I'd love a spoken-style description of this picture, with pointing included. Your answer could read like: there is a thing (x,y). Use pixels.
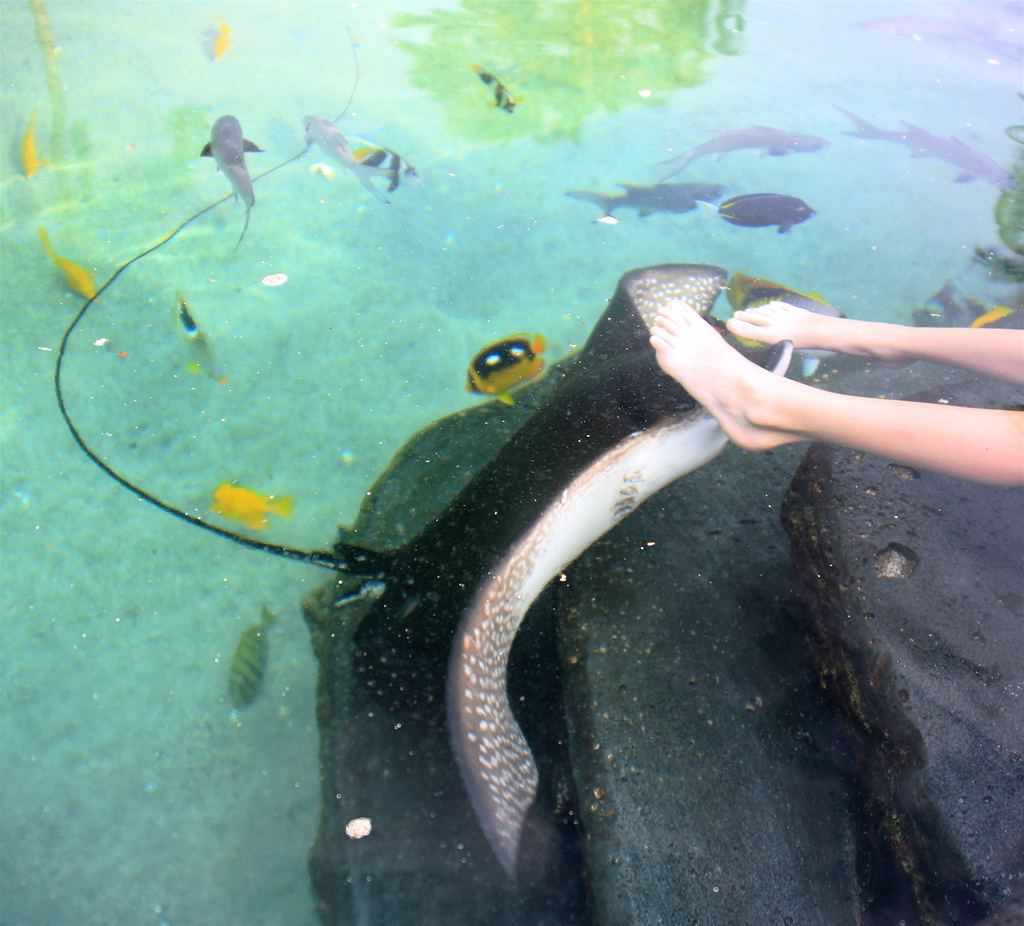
In the foreground of the picture (350,400) there is water (356,291). In the center (578,433) there is a fish (610,426) and there is persons legs (921,425). At the top (610,77) there are fishes (317,120) and plants (469,133) in the water (406,91).
